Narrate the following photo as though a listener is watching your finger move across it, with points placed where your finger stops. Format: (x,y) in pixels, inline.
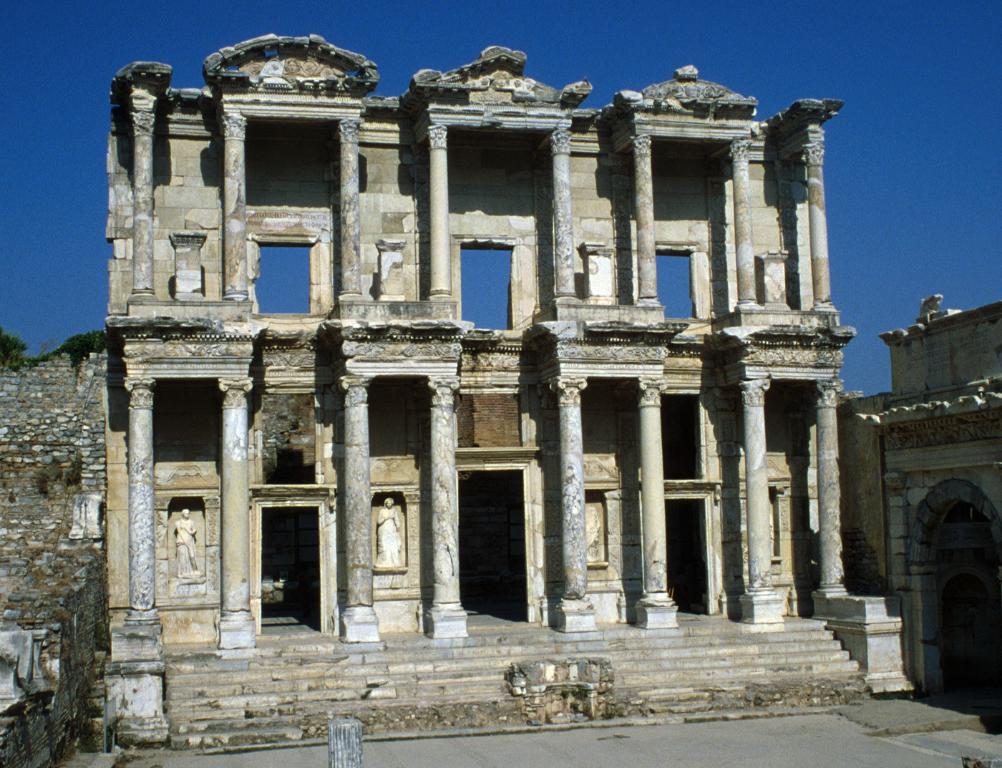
This image consists of a building (419,318) which consists of pillars (350,532) and walls (674,229). At the top (46,174), there is a sky (43,171) in blue color. At the bottom (646,760), there is ground (654,760).
